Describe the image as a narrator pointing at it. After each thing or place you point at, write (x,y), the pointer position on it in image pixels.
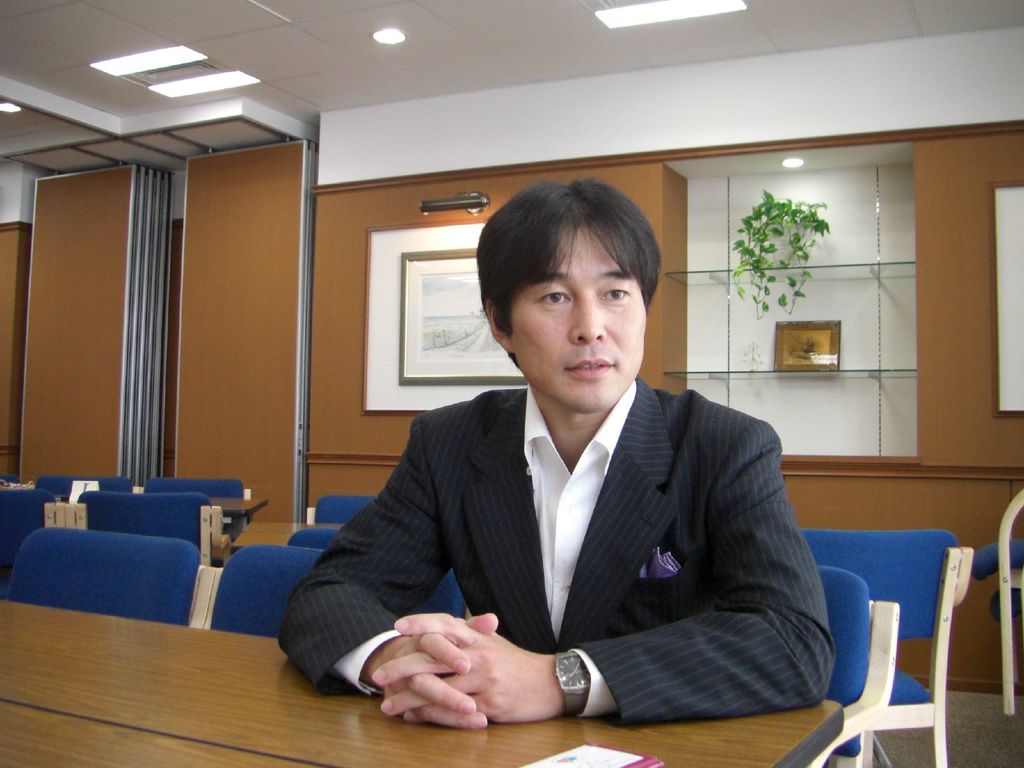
The person (435,504) wearing black suit (462,539) is sitting in a blue chair (839,625) and there is a table (215,700) in front of him and there are some chairs (231,557) behind him and the walls (268,319) are brown in color.
